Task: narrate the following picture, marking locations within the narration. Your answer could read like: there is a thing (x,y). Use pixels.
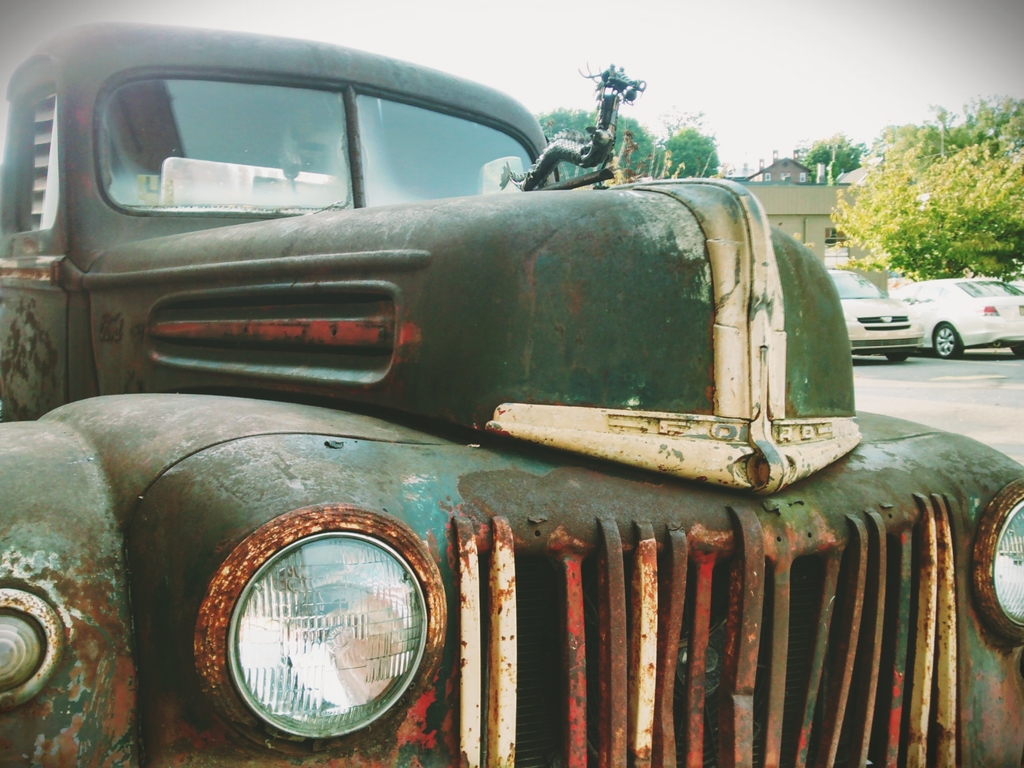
In this picture we can see a vehicle (157,288). In the background of the image (913,161) we can see cars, trees (847,203), buildings (835,183) and sky (848,57).
